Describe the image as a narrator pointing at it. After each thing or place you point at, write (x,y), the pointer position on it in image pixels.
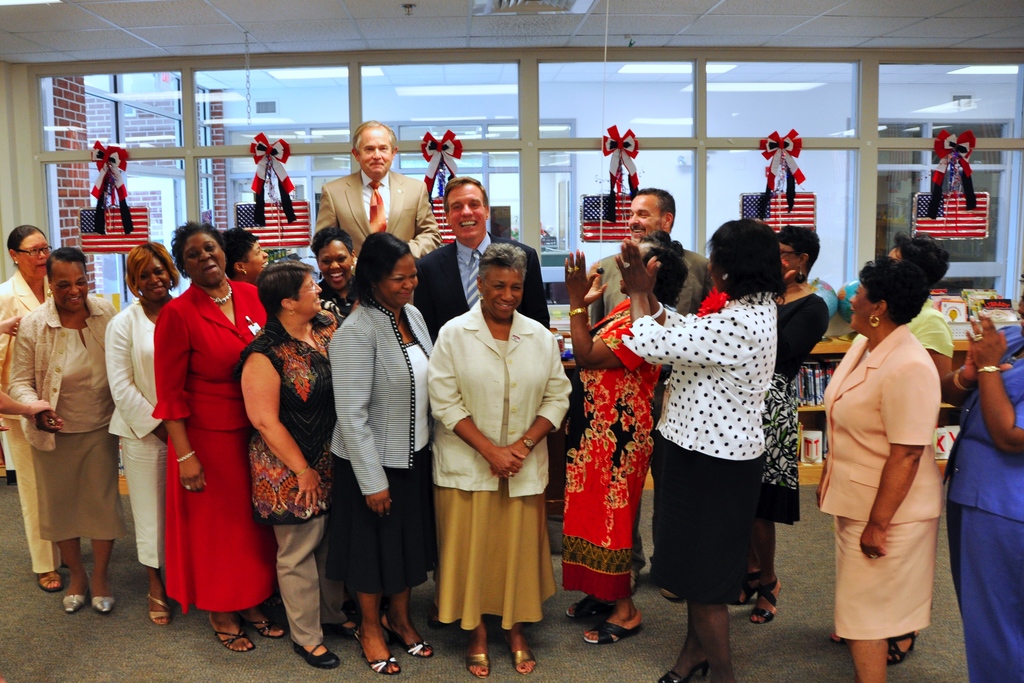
As we can see in the image there are windows (46,110), wall (12,132) and group of people (348,443) standing.
